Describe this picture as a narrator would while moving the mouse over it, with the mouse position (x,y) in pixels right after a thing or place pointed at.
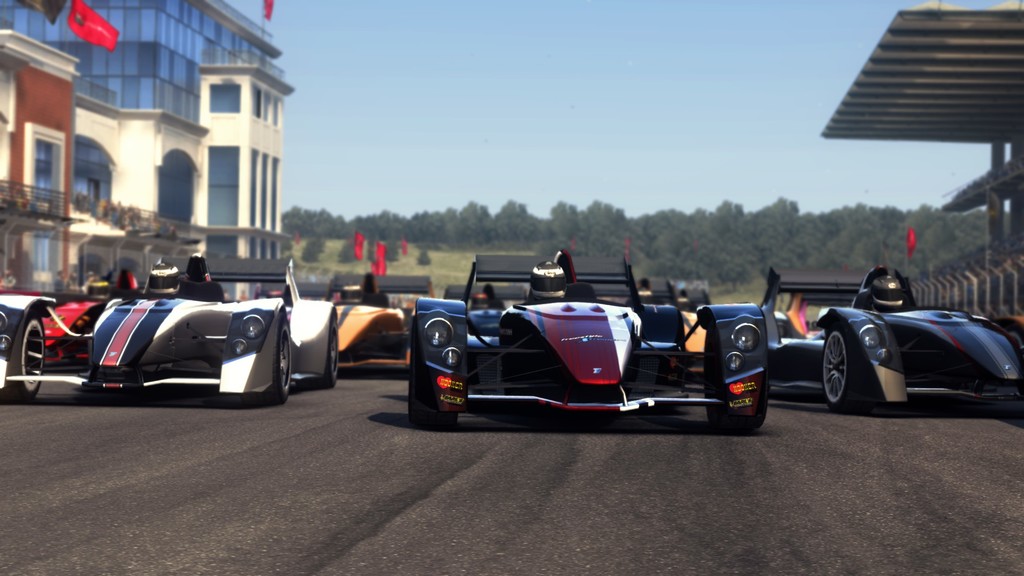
In this image we can see sports cars (526,370) on the road (618,428) and there are people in the cars (359,301). In the background (460,143) there are buildings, trees (526,234), flags (379,253) and sky (602,125).
